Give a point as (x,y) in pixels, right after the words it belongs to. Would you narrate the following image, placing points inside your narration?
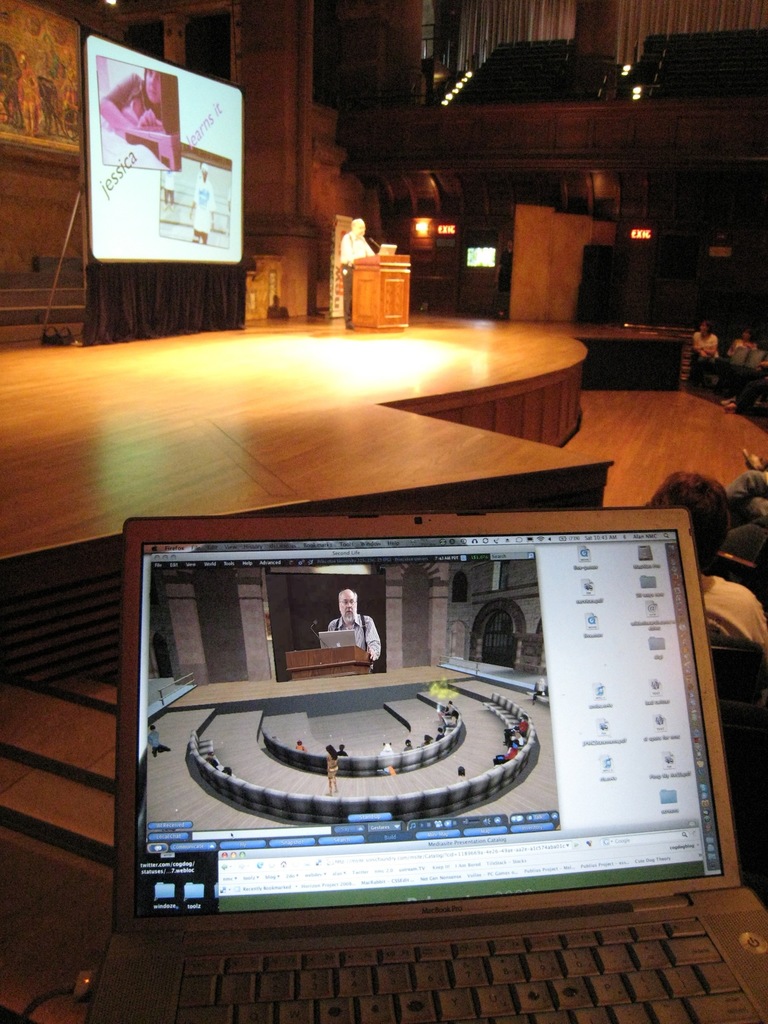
In this image I can see a laptop (432,824), group of people (747,498) are sitting on the chairs (745,551). In the background (661,261) I can see a person (344,300) is standing in front of a table (355,325), screen (211,225), wall (61,6) and a curtain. This image is taken in an auditorium hall (78,494).
